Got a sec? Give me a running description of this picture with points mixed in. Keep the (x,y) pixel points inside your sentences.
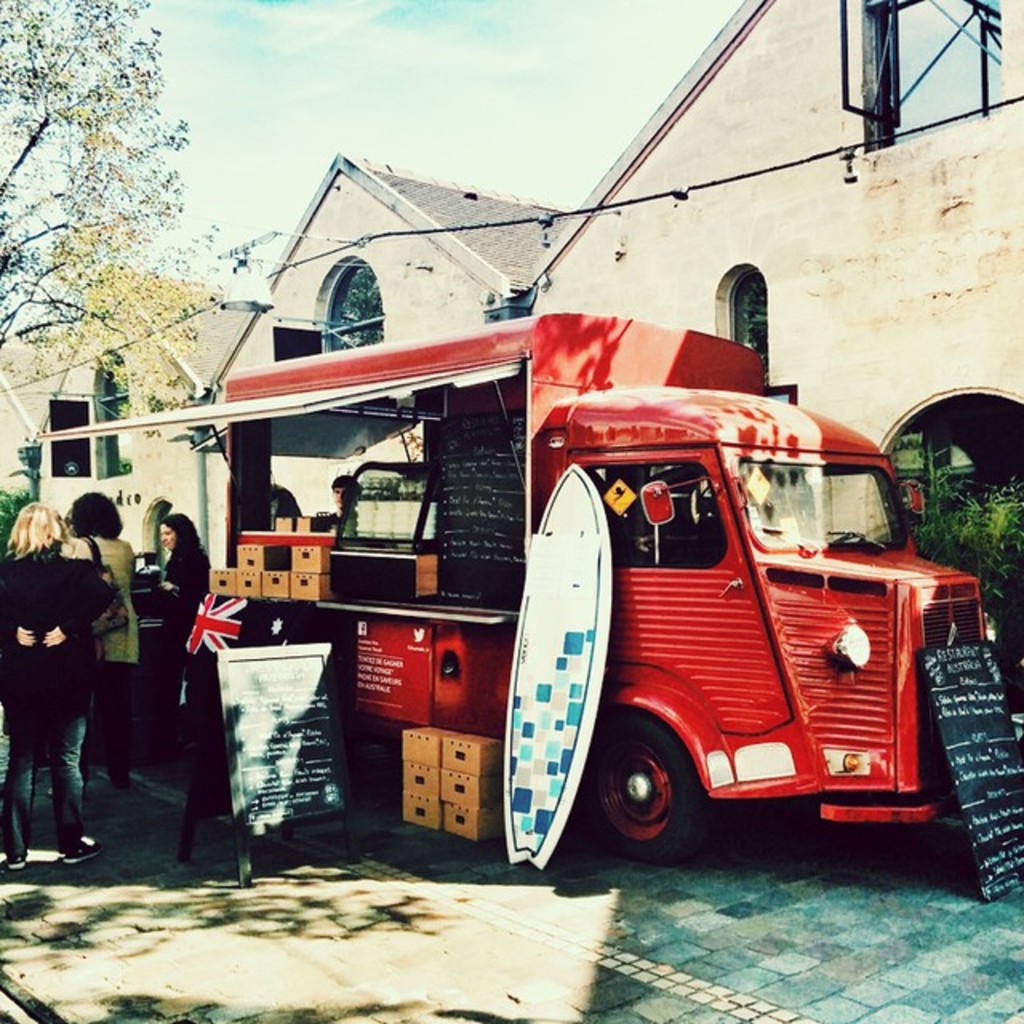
In the foreground of this picture (608,736), there is a vehicle (945,767) placed side to the road (669,869) and also surfboard (508,787), boxes (440,805), black boards (317,760) and few persons (33,653) are standing on the road (641,903). In the background (96,258), there are trees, buildings (657,201), and the sky (473,70).
